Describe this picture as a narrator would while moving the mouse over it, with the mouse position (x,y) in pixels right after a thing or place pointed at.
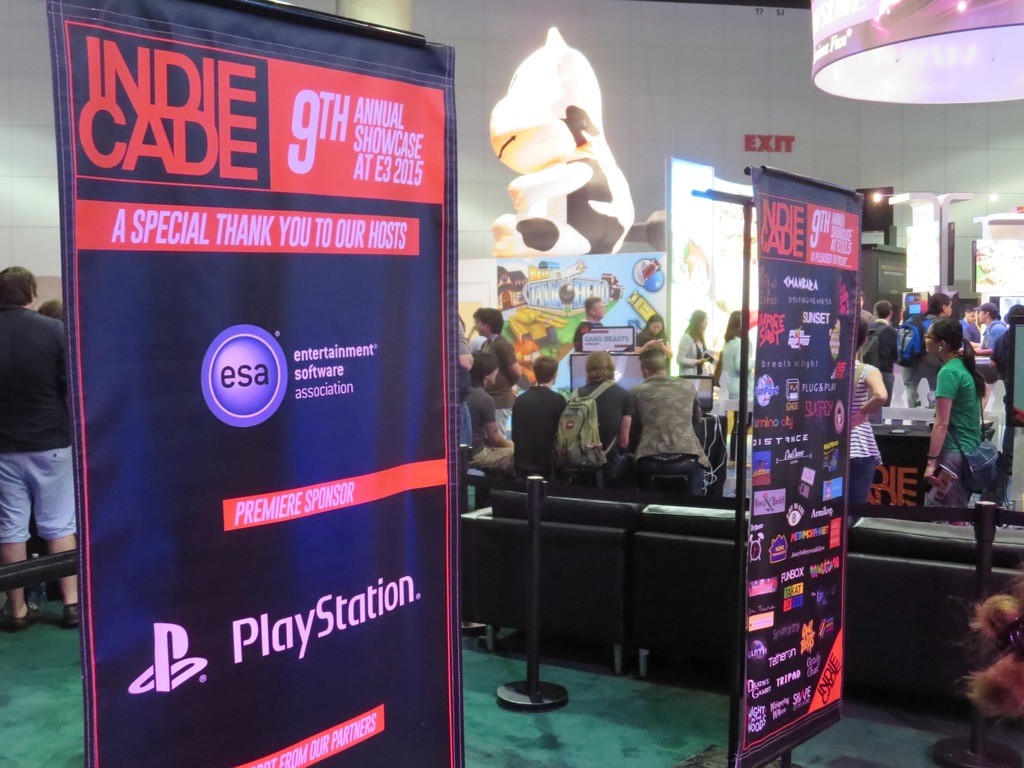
In this picture, we can see a few people (636,451), we can see posters (377,557) with some text (815,410) and some images (237,341) on it, we can see some objects (555,75), display screen (703,208), we can see the poles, black color object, we can see the wall (682,106) with some text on it, and we can see some object (1007,16) in the top right corner of the picture (1002,3).
